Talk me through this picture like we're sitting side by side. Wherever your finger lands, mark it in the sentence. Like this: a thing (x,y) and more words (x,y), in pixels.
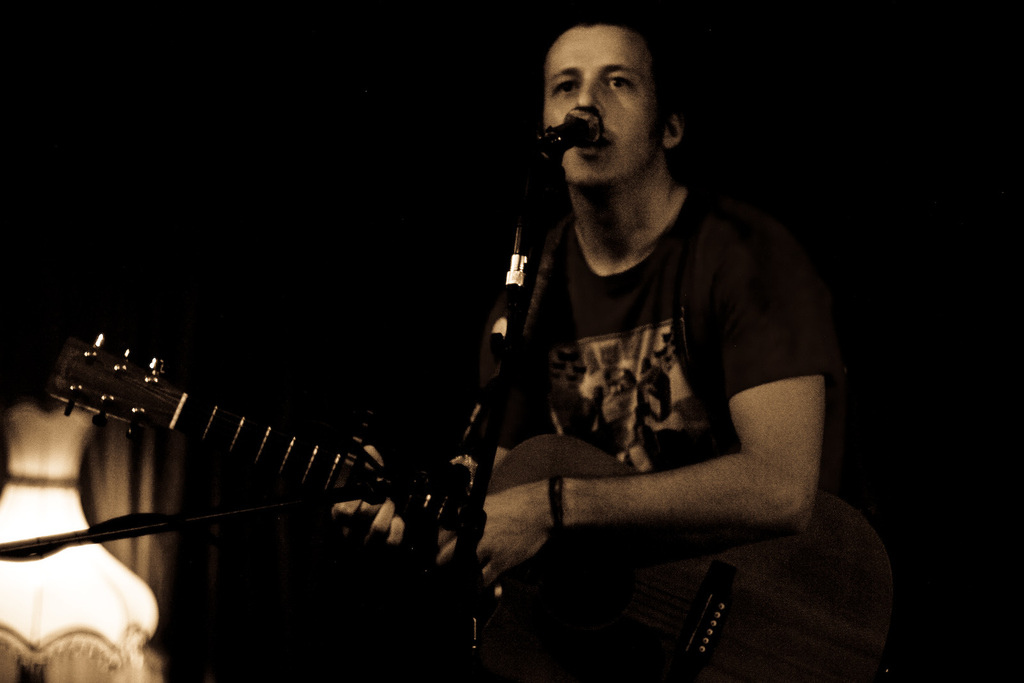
Here a man (569,366) is singing and playing guitar (564,587).
